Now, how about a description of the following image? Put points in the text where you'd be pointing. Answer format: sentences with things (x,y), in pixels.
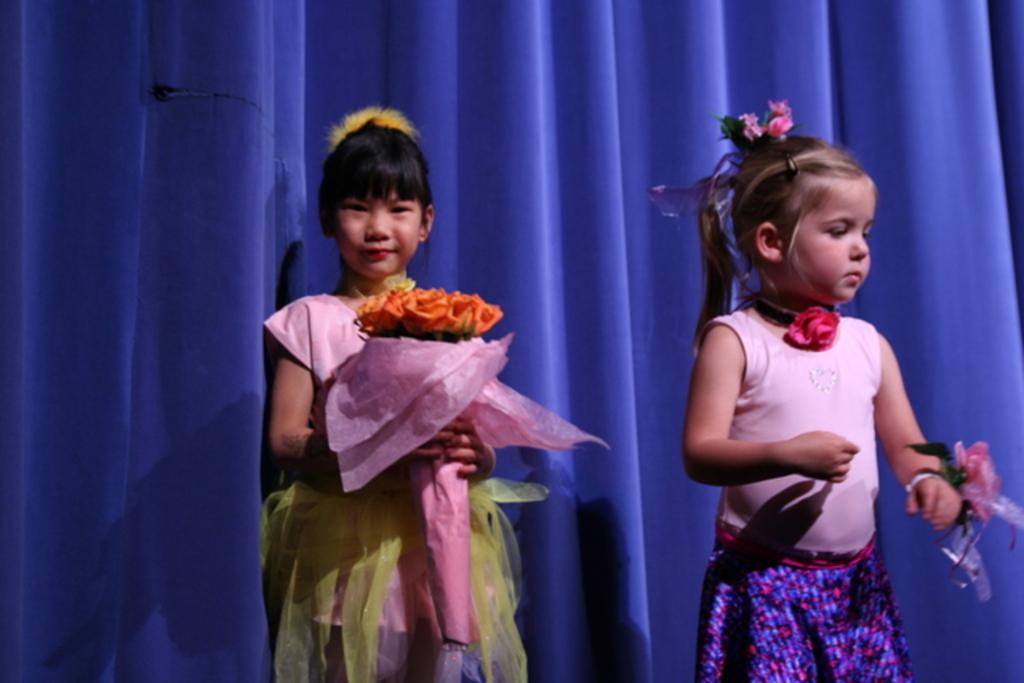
In the picture we can see two girls (832,195) are standing in a different costume (732,324), one girl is holding a flower bouquet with orange color flowers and pink color cover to it and one girl (745,332) is tied with a flower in her hand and behind them we can see the blue color curtain (77,554).
